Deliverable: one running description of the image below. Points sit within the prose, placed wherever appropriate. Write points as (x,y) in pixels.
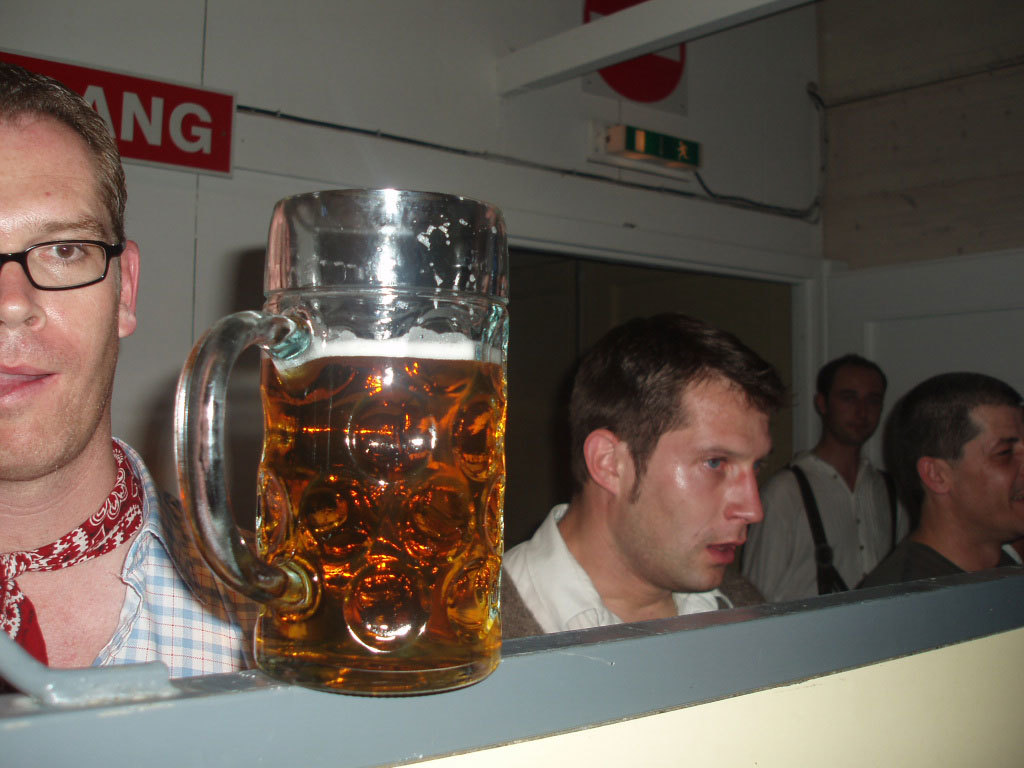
In this picture I can see a glass of beer (332,204) on an object (323,715), there are four persons (38,95) standing, there are boards (591,84), and in the background (389,49) there is a wall (427,86).
